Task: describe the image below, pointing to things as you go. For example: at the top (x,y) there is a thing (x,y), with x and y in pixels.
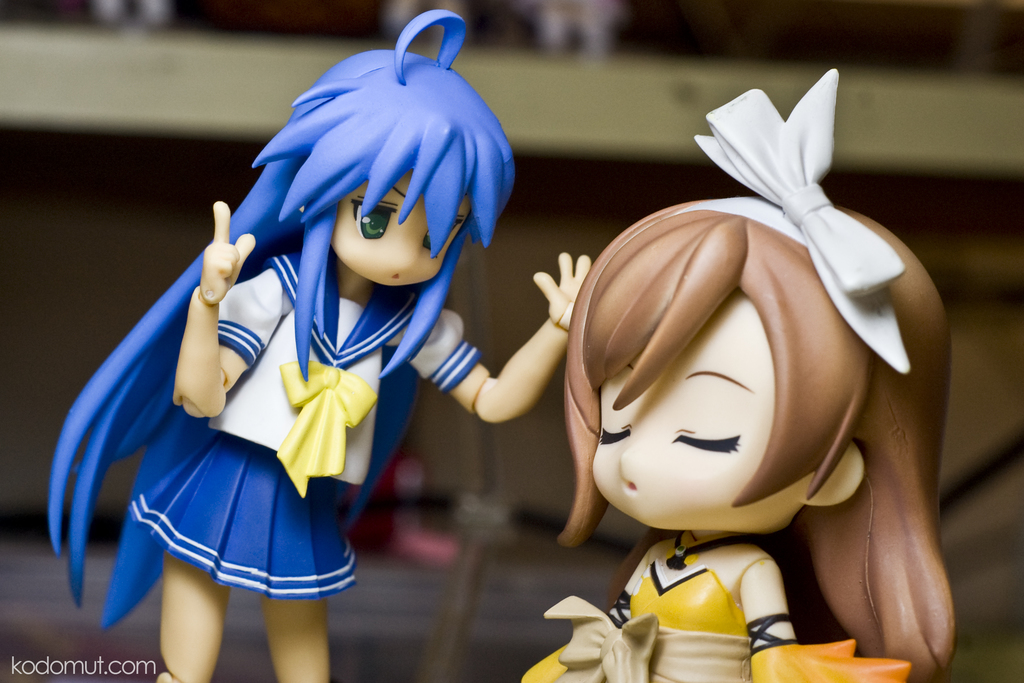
In this image we can see toys (726,556). In the background (773,59) it is blur. In the left bottom corner (73,666) something is written.
